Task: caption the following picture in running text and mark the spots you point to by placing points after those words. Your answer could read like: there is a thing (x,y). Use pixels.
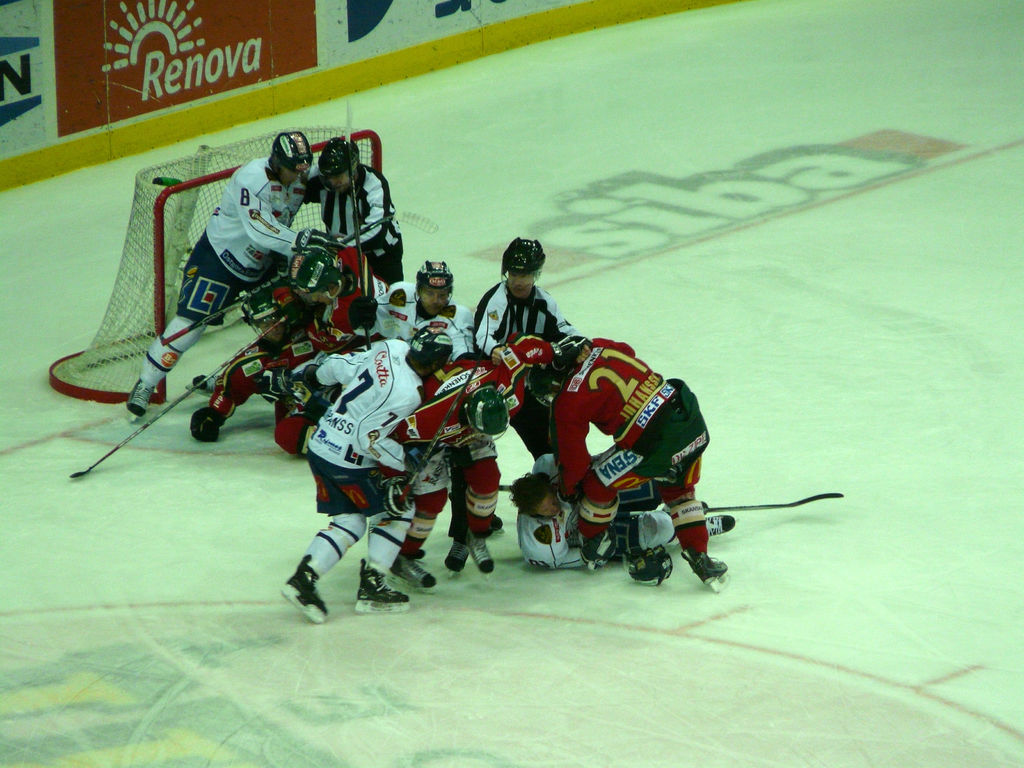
In this image on the ground (257,553) there are few players (280,364). They are holding sticks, they are wearing skate shoes (402,574). On the ground (174,382) there is ice (690,249). This is the goal post (181,165). Here there are banners (141,70).
